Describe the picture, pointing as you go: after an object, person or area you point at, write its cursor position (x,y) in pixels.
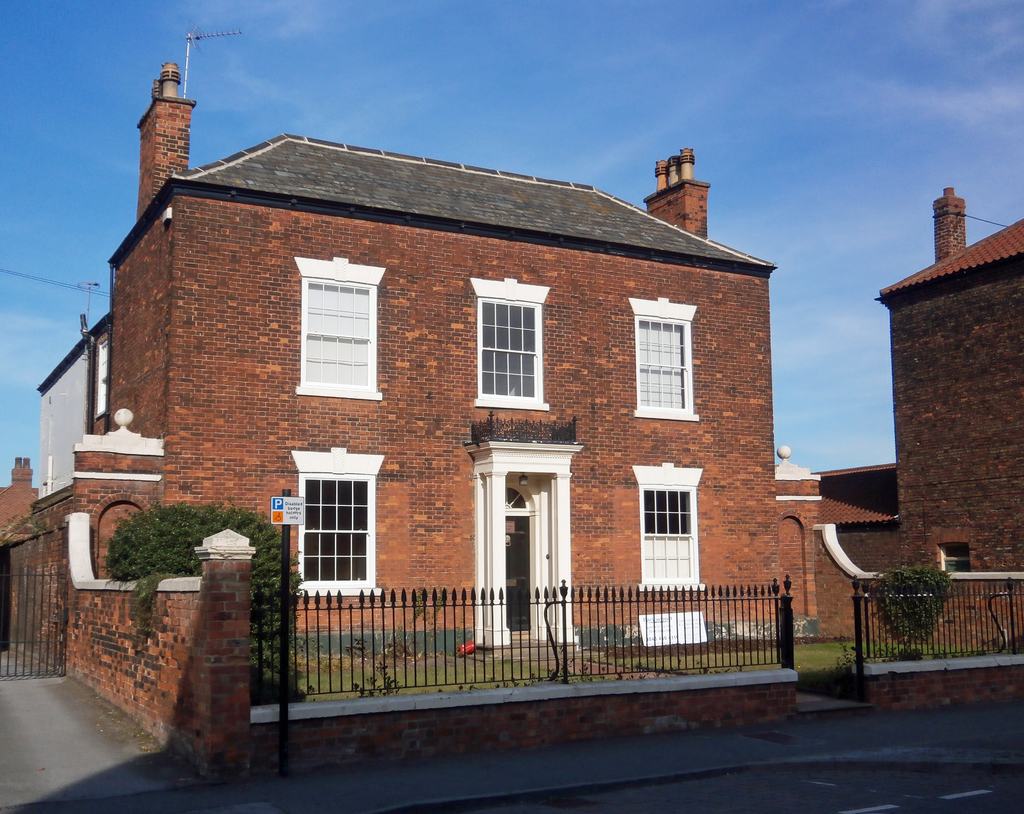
In this image there is the sky (701,76), there is a house (462,445), there is a house (946,428) truncated towards the right of the image (964,502), there are plants (919,599), there is grass (831,650), there is road (825,775), there is a parking board (301,511) attached to a pole (286,743), there are grills (454,639), there is a gate (36,633) truncated towards the left of the image (19,621).
